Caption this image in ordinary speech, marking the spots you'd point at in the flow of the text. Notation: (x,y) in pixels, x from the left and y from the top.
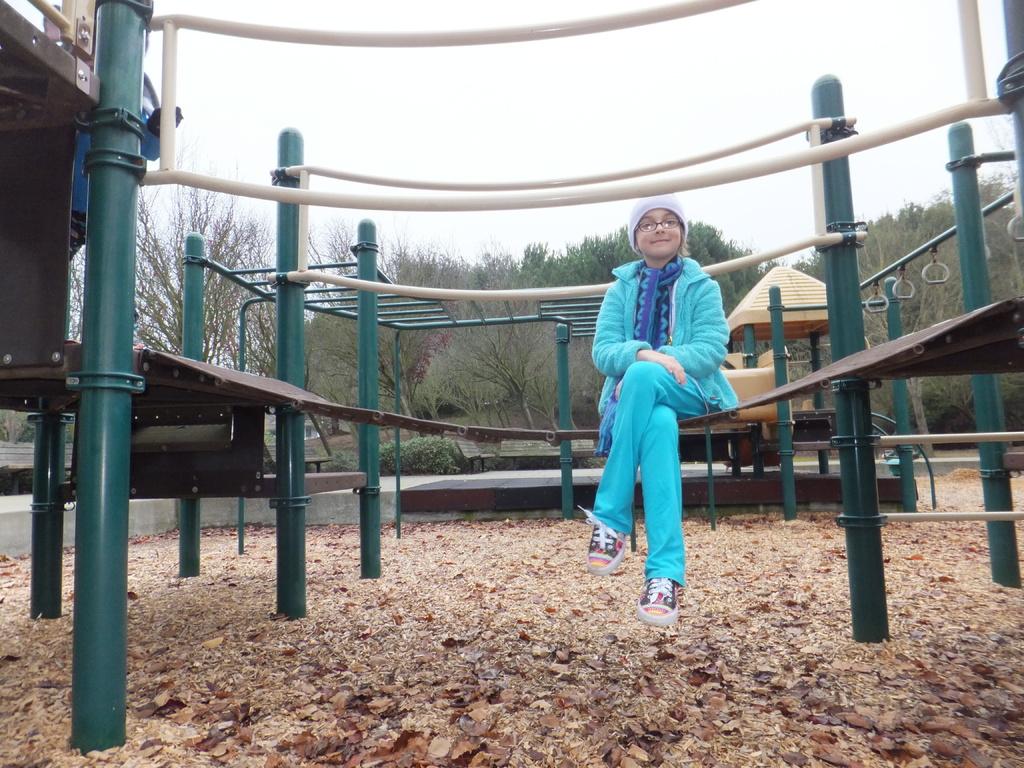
In this image I can see a girl (681,378) is sitting, she is wearing trouser (647,469), sweater (624,299), spectacles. In the background (731,469) there is the children play equipment (747,463) and there are trees (409,379), at the top (548,137) there is the sky (586,107).
